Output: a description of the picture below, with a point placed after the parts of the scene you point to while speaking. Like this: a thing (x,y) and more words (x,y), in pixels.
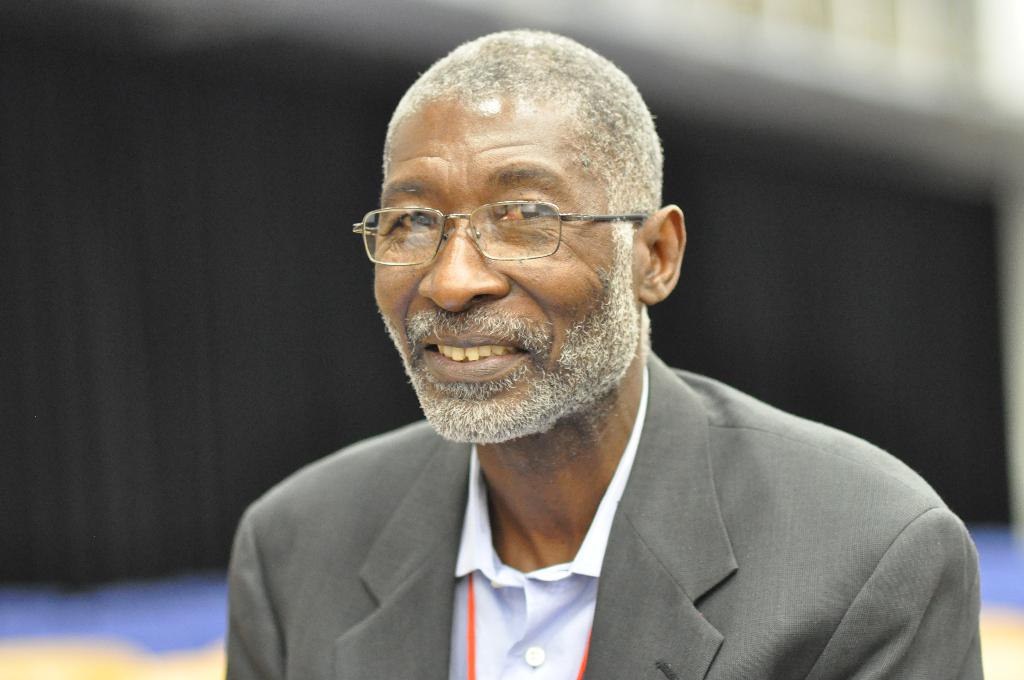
In this image we can see a person (539,354) wearing the spectacles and in the background (67,422), we can see a curtain (889,434).
